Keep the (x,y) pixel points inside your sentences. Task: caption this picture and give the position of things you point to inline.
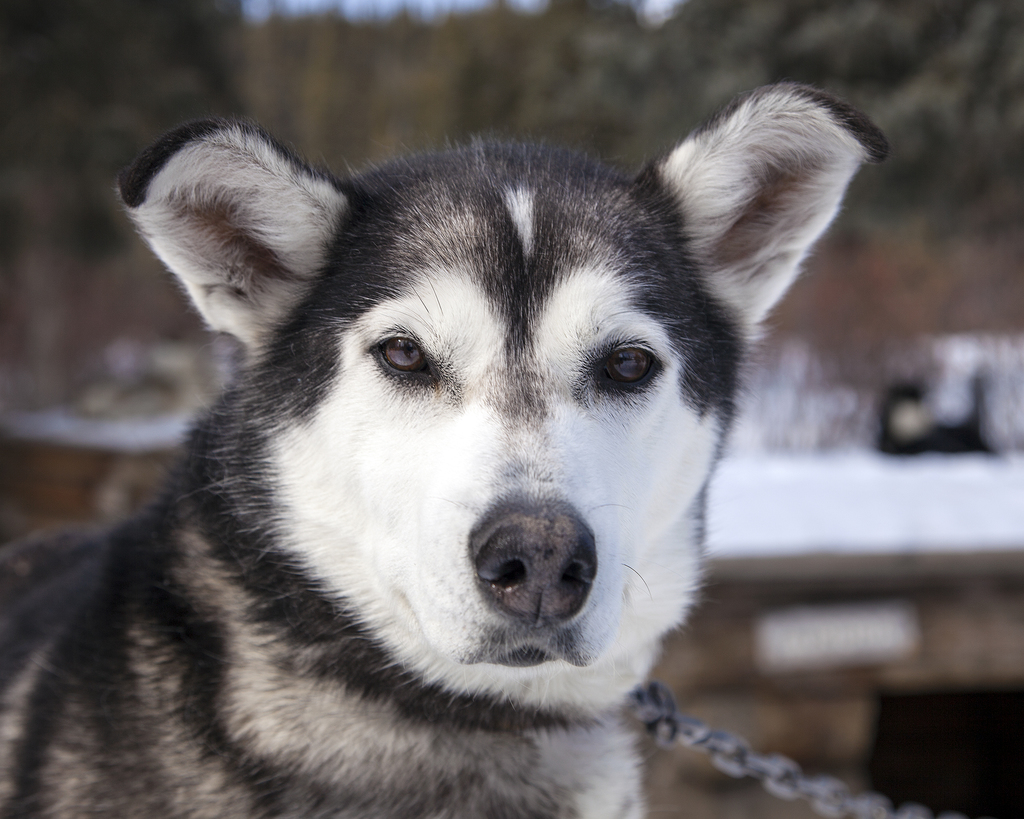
In this image, I can see a dog (627,694). At the bottom of the image (861,809), this is an iron chain (830,796). The background (134,424) looks blurry.
